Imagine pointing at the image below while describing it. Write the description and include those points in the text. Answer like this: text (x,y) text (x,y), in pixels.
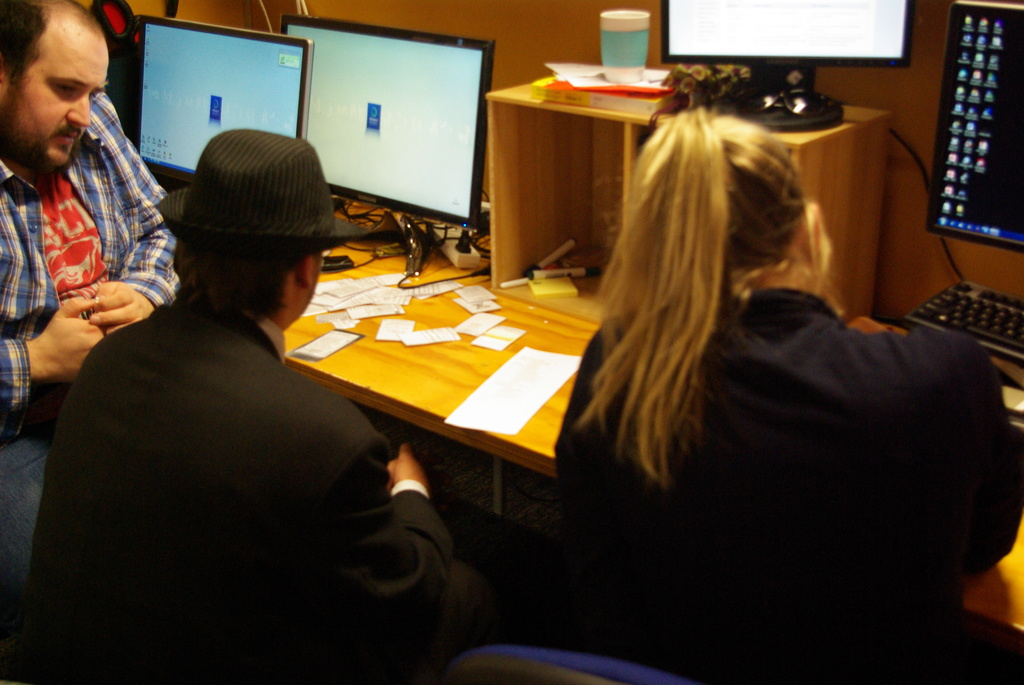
In the image we can see there are people (70,364) sitting on the chair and there are monitors (265,83), paper slips (488,294), keyboard (993,303), marker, coffee cup (627,45) and extension box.
